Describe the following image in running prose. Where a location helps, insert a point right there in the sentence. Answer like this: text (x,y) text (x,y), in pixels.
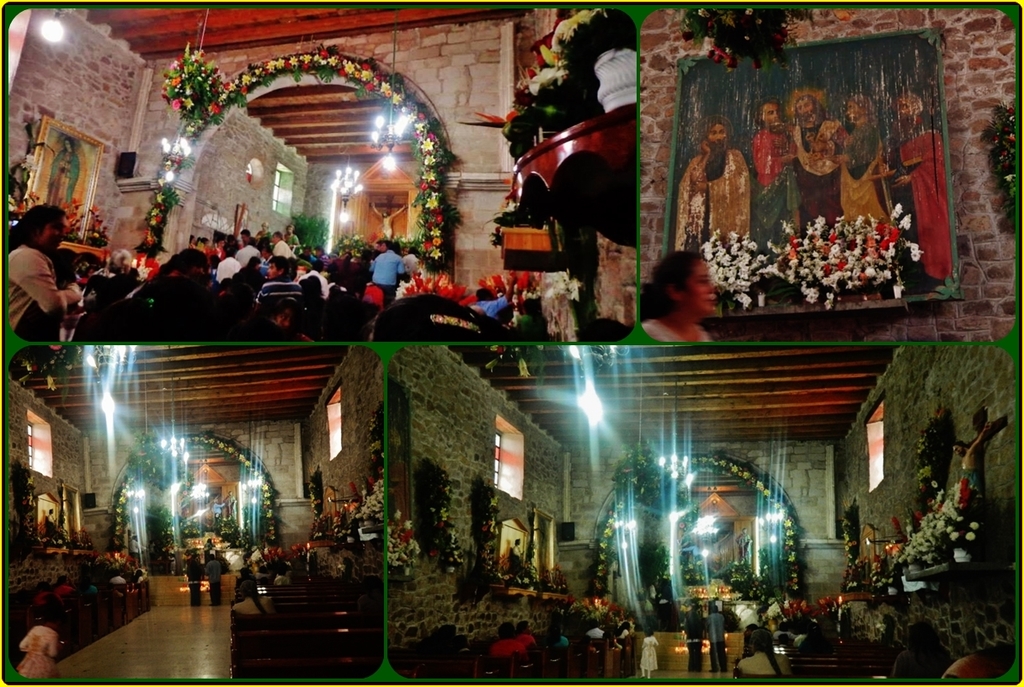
This is a collage image and here we can see flower bouquets (511,113), flower pots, people (277,238), boards (700,176), lights (174,493), benches (289,645), windows (880,422) and there is a wall (971,224).
